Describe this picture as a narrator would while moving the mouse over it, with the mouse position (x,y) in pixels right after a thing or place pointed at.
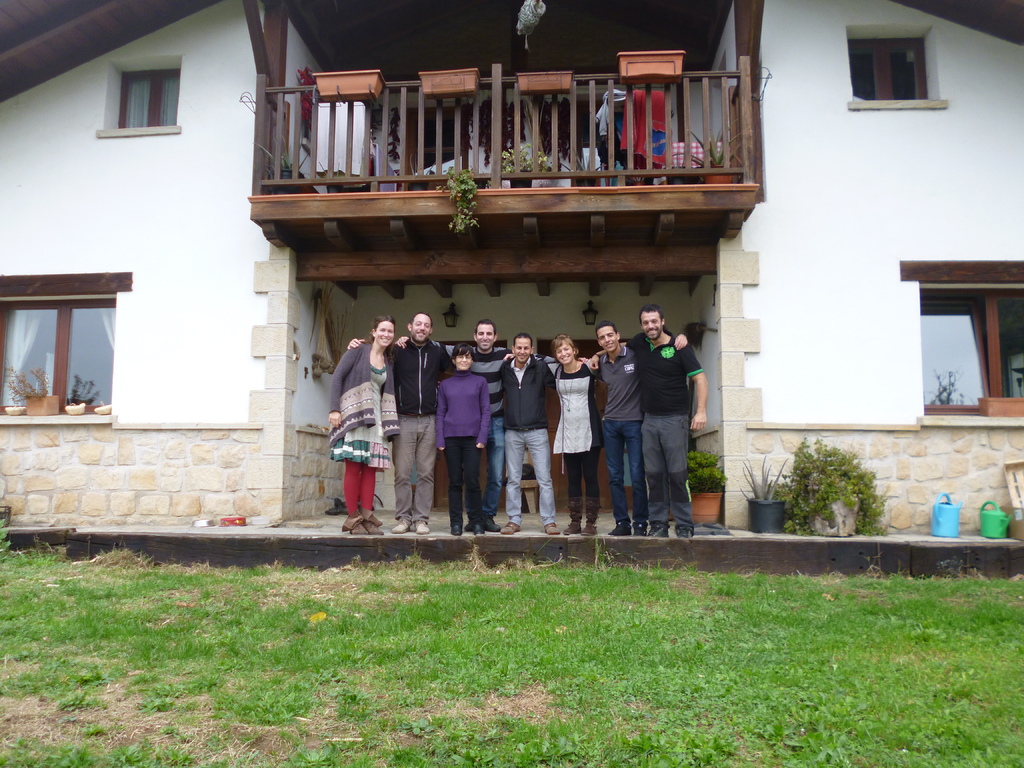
In this image in the center (377,442) there is grass (452,681) on the ground (407,624) and there are persons (504,416) standing and smiling. In the background (447,259) there is a building (707,267) and there is a balcony (481,154) on the top (406,158). On the right side (826,449) in front of the wall (840,443) there are plants (721,487) in the pots (770,517) and there are objects (957,522) which are blue and green in colour.
